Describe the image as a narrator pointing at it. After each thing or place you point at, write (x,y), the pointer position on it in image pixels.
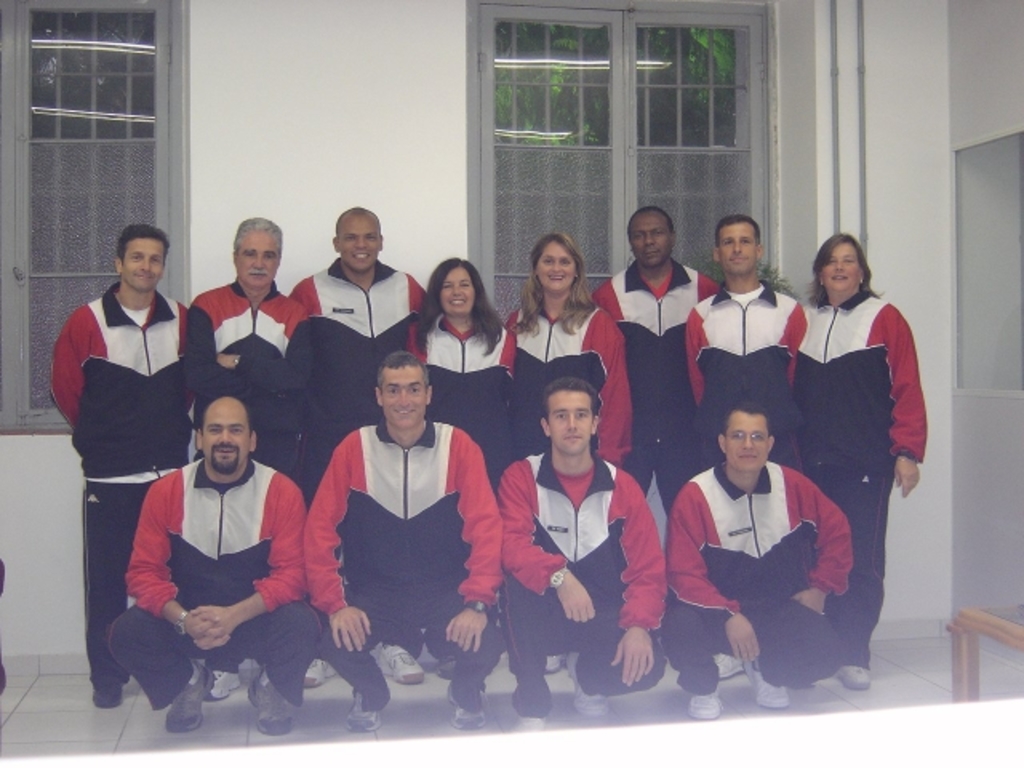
Here in this picture we can see a group of people (291,350) standing and sitting in squat position over the place and all of them are wearing same kind of clothes (507,404) on them and behind them we can see windows (707,77) present, through which we can see trees (603,97) which are present outside over there.
